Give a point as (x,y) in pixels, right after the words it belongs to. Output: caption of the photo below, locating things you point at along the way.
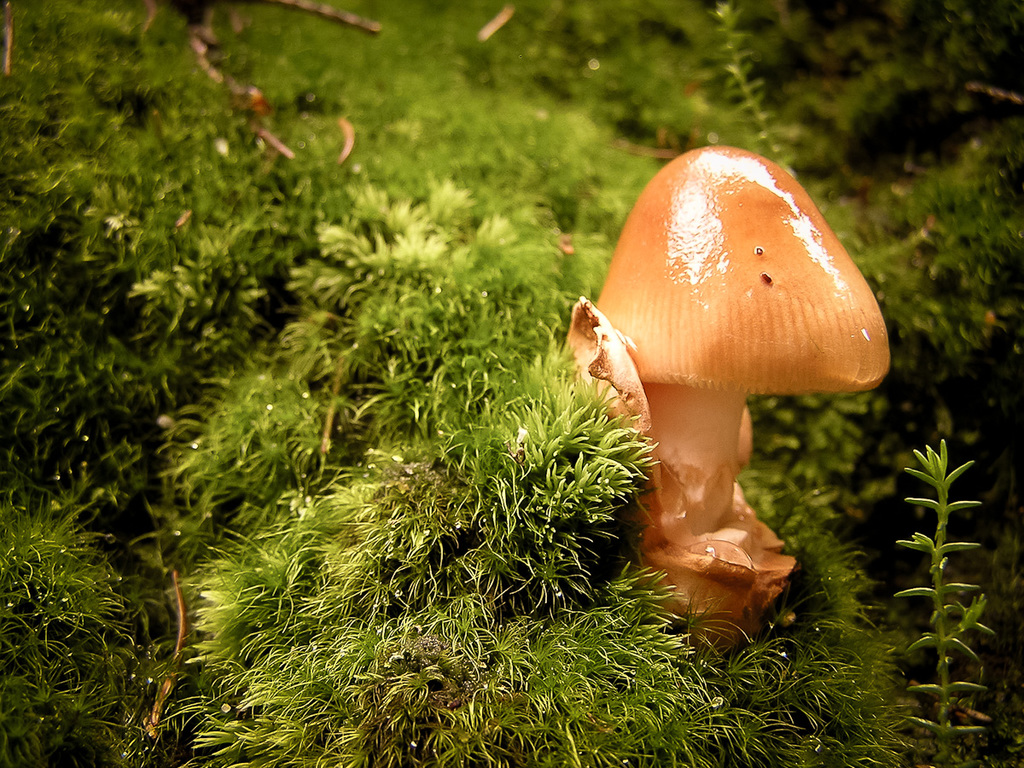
On the right side of this image (711,442) there is a mushroom (714,472). Around this I can see the grass (418,388). In the bottom right (931,641) there is a plant (931,589).
